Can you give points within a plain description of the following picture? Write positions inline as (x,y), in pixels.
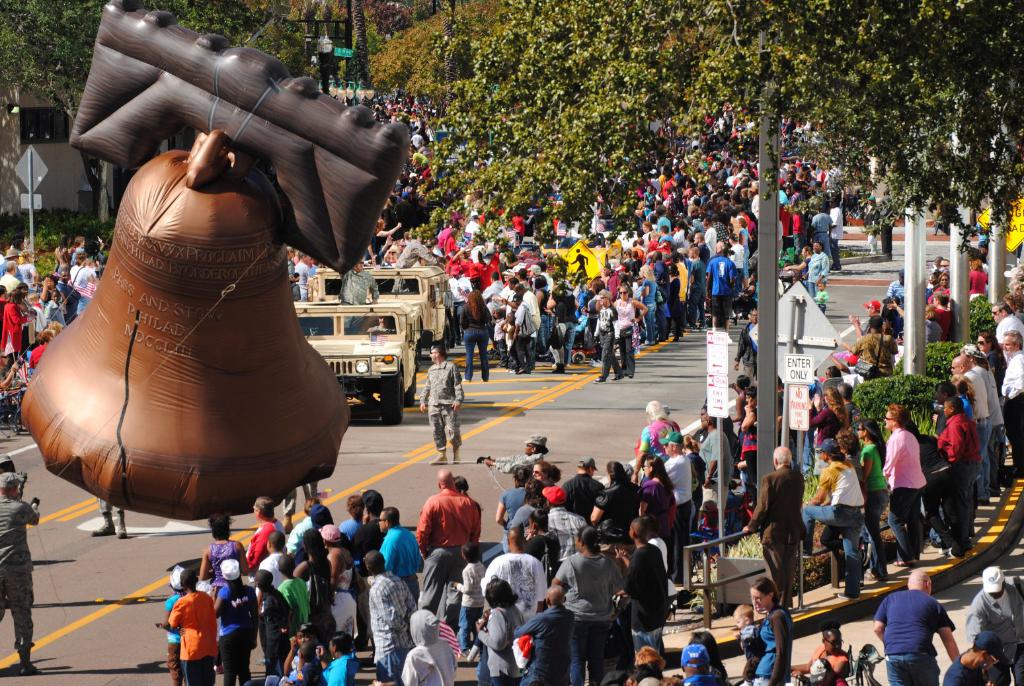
In this image I can see group of people (747,412) standing. In front (164,203) I can see balloon bell (207,259) which is in brown color. We can see vehicles (417,291), sign boards (795,370) poles (910,211) on the road (567,382). I can see trees (695,57).
